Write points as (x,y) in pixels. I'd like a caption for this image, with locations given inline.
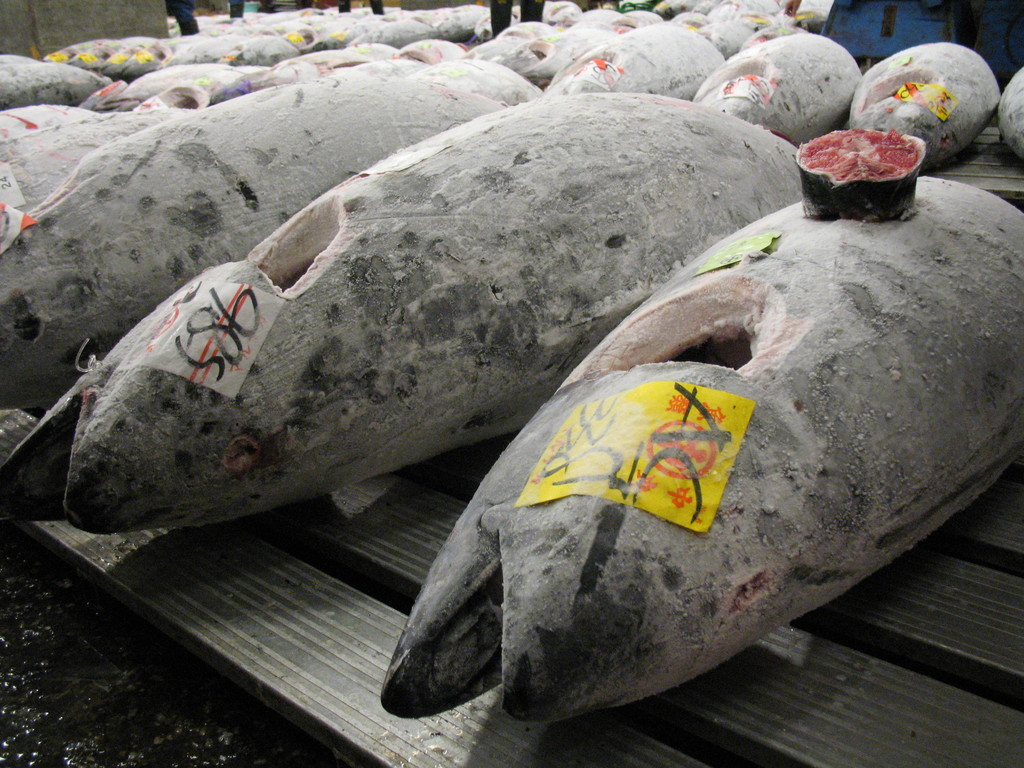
In this image we can see fish (833,448) and stickers (273,294) on them on a platform (183,539). At the top (509,9) we can see few persons legs (173,14) and an object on the right side (1012,34).
